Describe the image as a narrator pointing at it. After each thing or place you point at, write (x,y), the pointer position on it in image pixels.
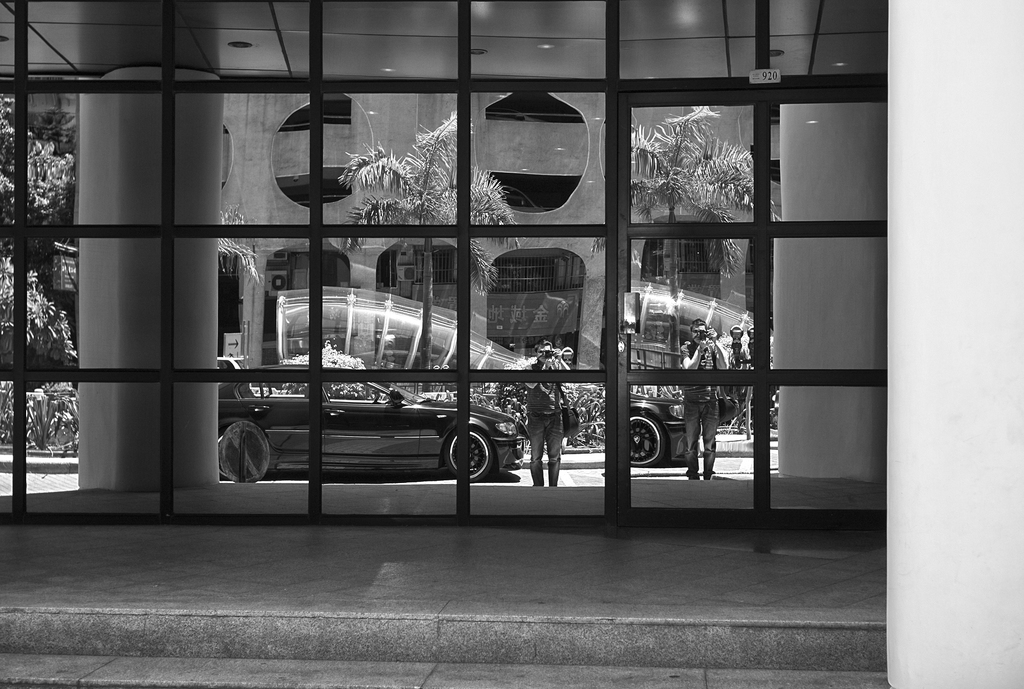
In this image I can see a glass door (430,347) with grilles (463,441), other side I can see some vehicles (441,441), persons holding cameras (552,353), trees (431,224), buildings (368,246).
